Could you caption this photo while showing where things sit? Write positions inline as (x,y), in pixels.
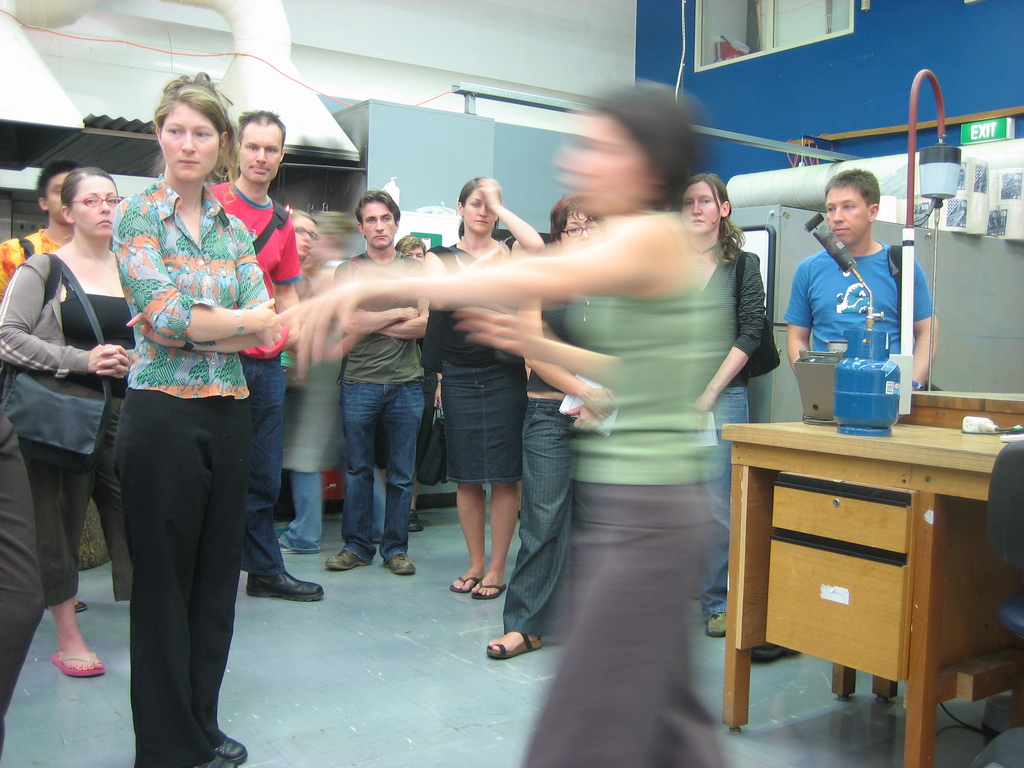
This image is taken indoors. At the bottom of the image (355,696) there is a floor (373,652). In the background (430,89) there is a wall (799,125) and there are a few cupboards (498,149) and there are a few things (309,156). At the top of the image (371,32) there is a ceiling (531,25) and there is a chimney (255,83). On the right side of the image (910,521) there is a table (837,430) with a few things (881,404) on it and there is a sign board (978,139). A man (828,315) is standing on the floor (463,657). In the middle of the image (537,419) a few people (81,521) are standing on the floor (111,710) and a woman (631,558) is walking.
